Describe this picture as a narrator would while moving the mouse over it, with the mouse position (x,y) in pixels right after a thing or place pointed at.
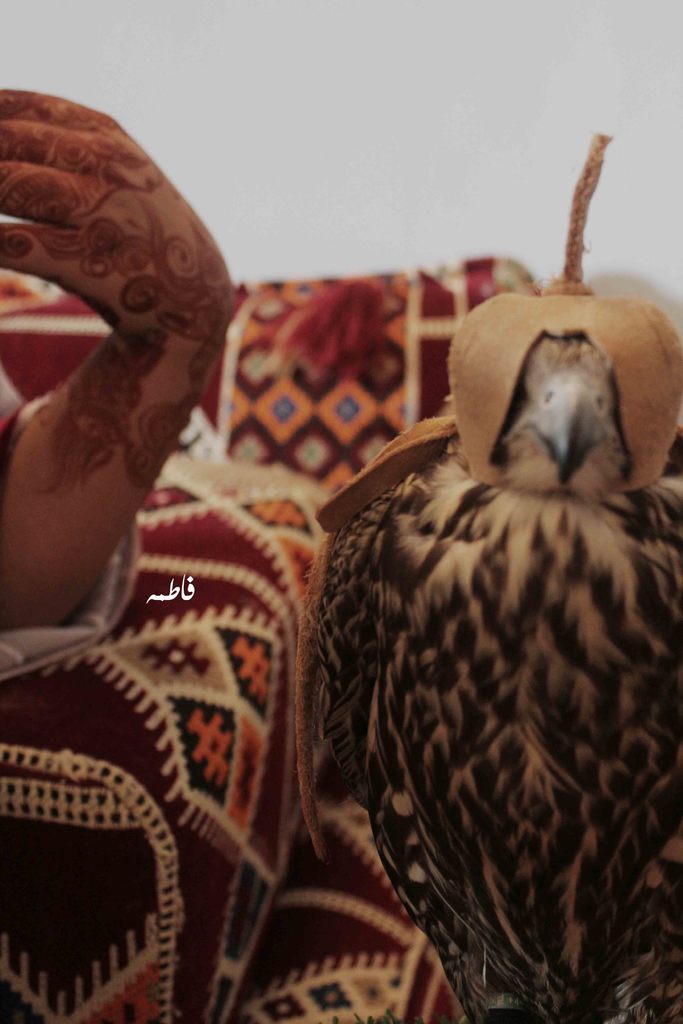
In this picture there is a bird (326,584) with cap (646,475) and we can see objects (392,378). On the left side of the image (26,496) we can see a hand (150,381) of a person (154,371) with design (129,246). In the background of the image (418,181) we can see wall (387,229).
